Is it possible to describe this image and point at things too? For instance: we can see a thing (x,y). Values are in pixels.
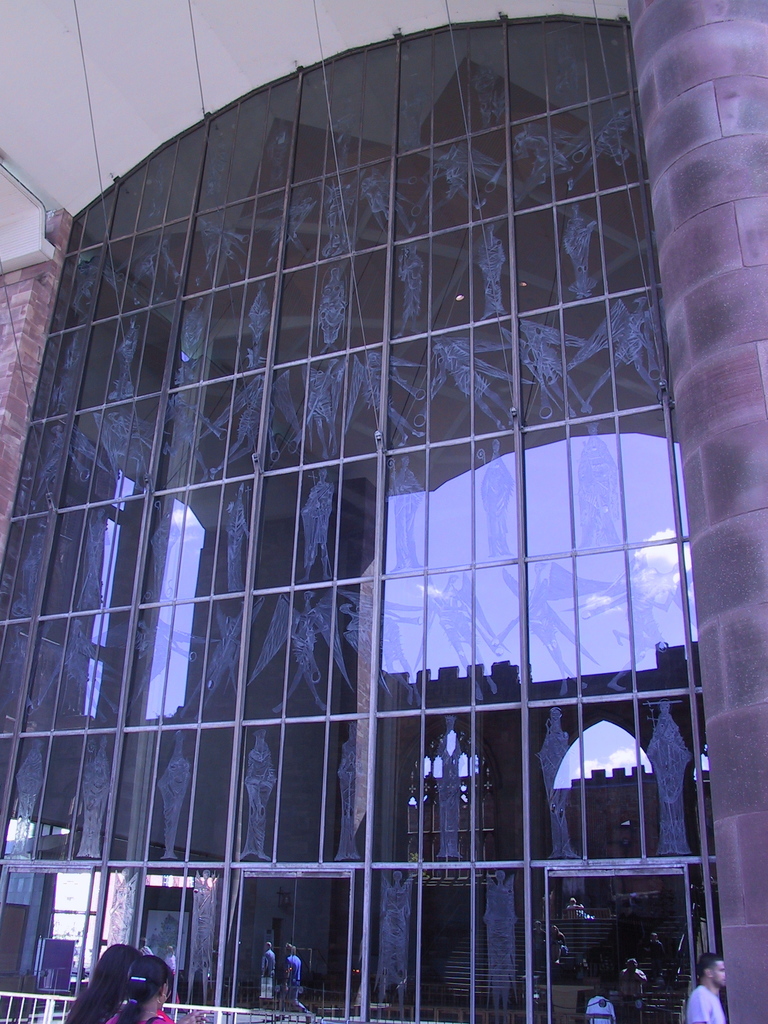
In this image we can see the building (363,924) with glass walls (276,577) and windows (397,101) and we can see some art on the glass (272,100) and there are few people (700,1011) in front of the building (541,1021) and we can see the reflection (610,1016) of people (598,1023) on the glass (258,941).
